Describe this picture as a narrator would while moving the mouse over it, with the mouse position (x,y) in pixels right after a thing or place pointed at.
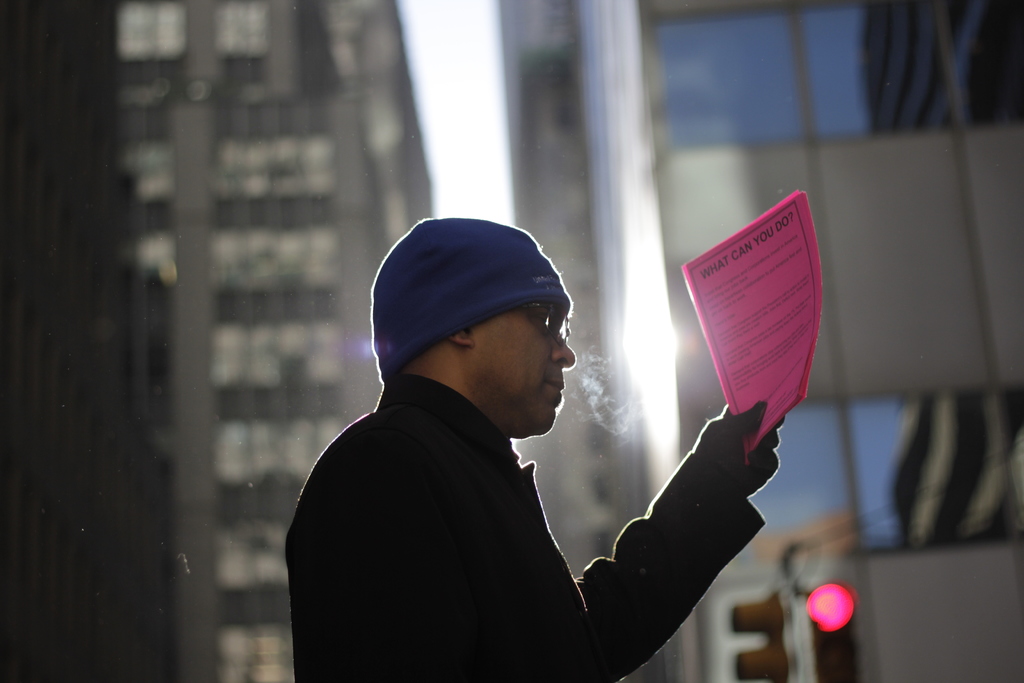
In front of the image there is a person (638,615) holding the papers (773,323). Behind him there are buildings (283,85). At the top of the image (468,57) there is sky (480,59).
